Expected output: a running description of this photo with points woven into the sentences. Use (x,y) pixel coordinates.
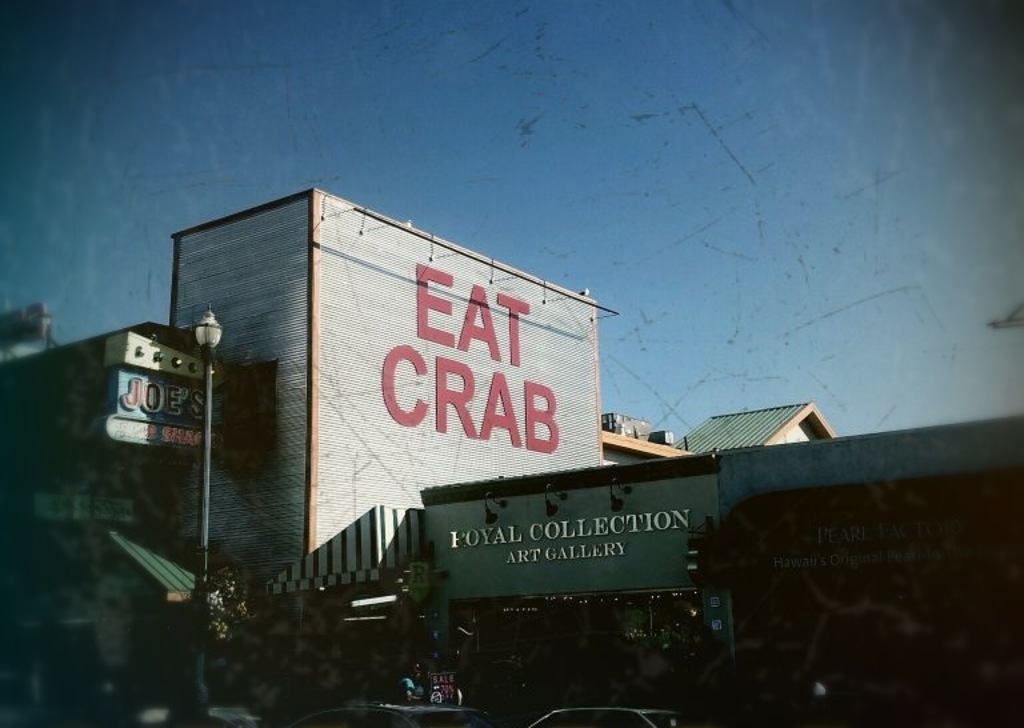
In the image there is a building (437,400) in the back (566,463), it seems to be an art gallery (468,588) and above its sky (422,149).
